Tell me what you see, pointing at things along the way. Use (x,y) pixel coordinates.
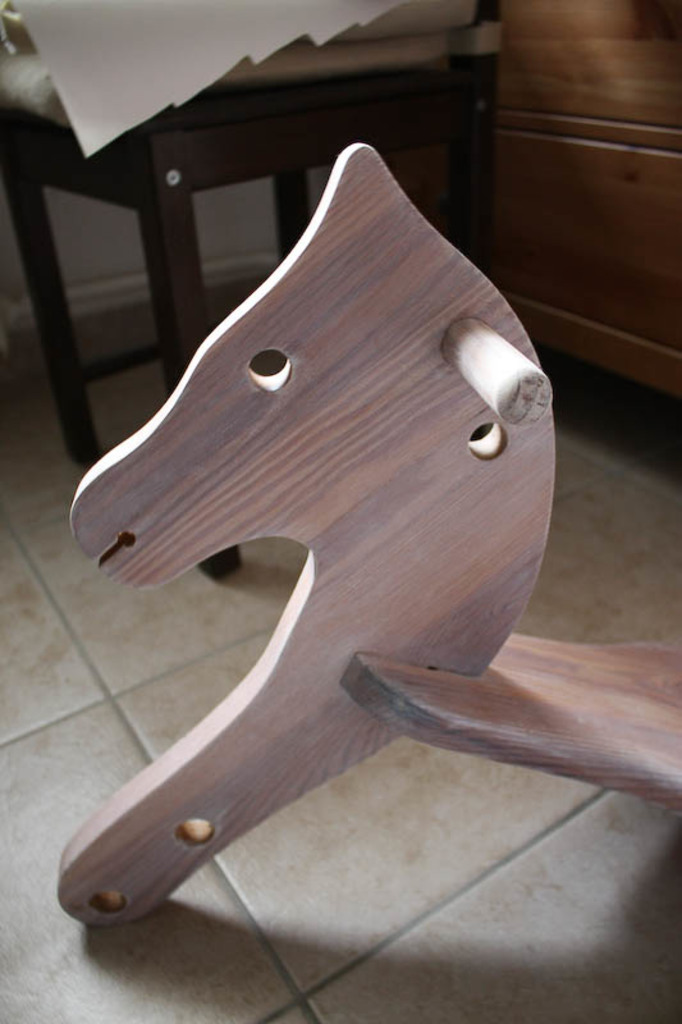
In this image I can see a chair (245,141) and some wooden objects (392,608) on the floor (287,848).
